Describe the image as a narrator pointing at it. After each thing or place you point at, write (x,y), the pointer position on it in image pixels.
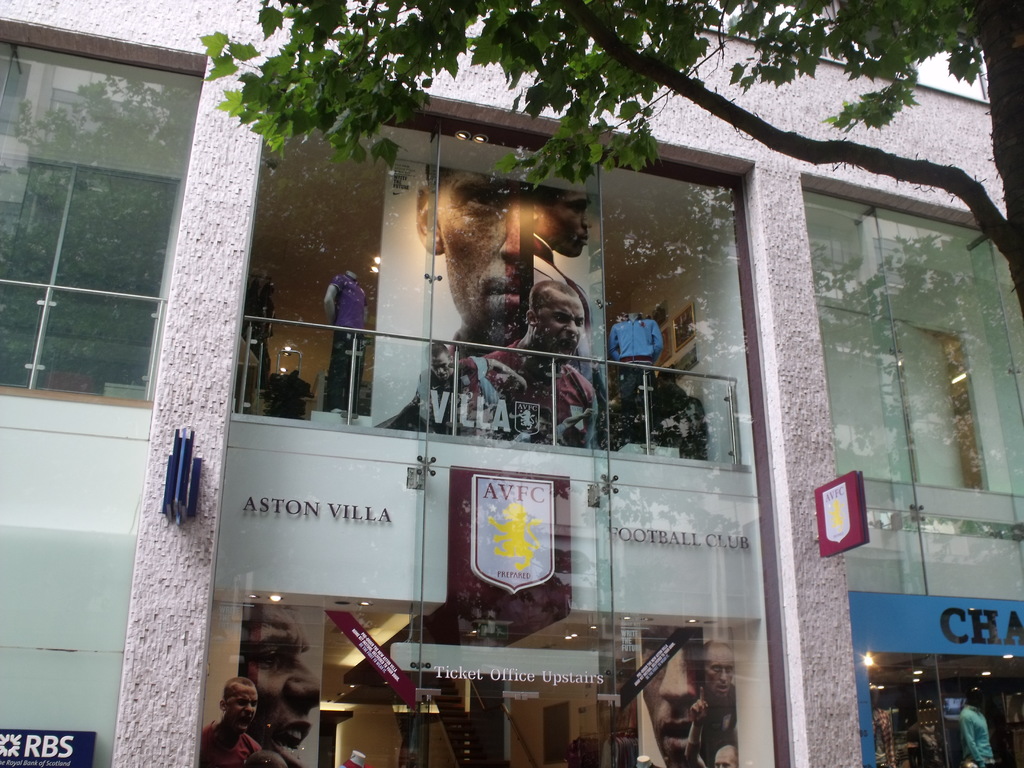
This image is taken outdoors. At the top right of the image (683,34) there is a tree (603,58) with green leaves (596,49), stems (612,47) and branches (970,195). In the middle of the image (471,342) there is a building (397,455) with walls (157,381), glass windows (62,250) and glass doors (451,719). There are many boards (537,565) with text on them. There are a few posters (475,271) with a few images (477,374) of men (284,659) in the rooms (682,366). There are two mannequins (348,369) and there is a railing (692,375).
